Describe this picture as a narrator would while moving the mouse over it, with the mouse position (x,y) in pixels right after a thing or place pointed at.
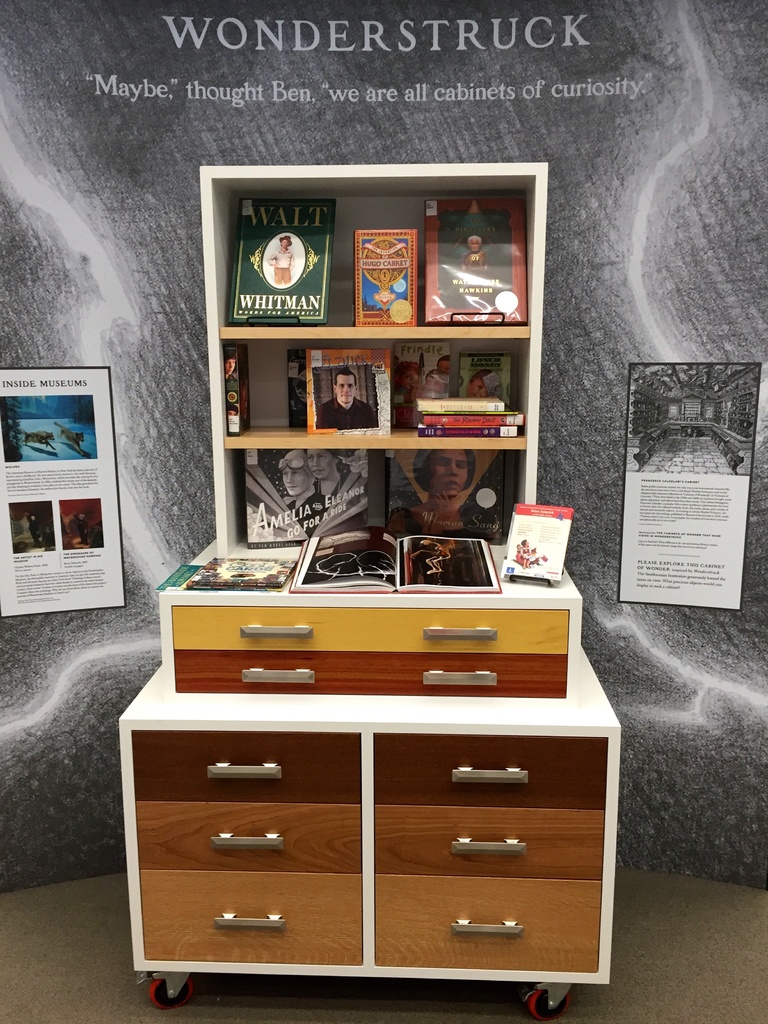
In the middle of the image (358,617) we can see a table (425,621), on the table (224,602) there are some books (421,461). Behind the table (202,601) there are some posters (18,451).
